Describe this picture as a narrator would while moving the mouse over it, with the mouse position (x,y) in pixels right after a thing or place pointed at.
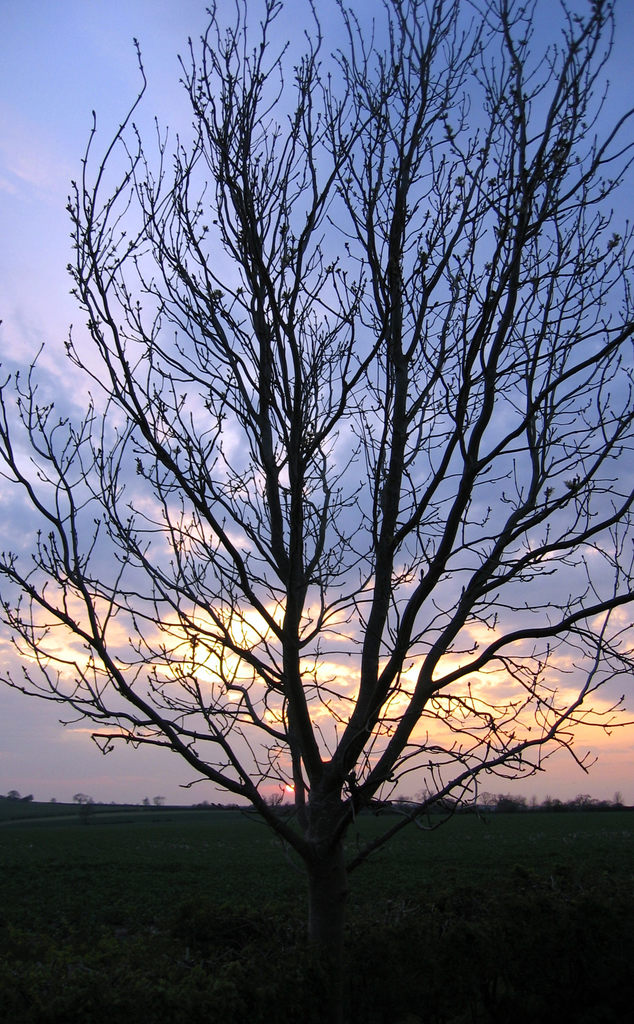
In this picture we can see trees (338,916) and plants (300,989). In the background of the image (127,778) we can see the sky (23,383) with clouds (484,725).
